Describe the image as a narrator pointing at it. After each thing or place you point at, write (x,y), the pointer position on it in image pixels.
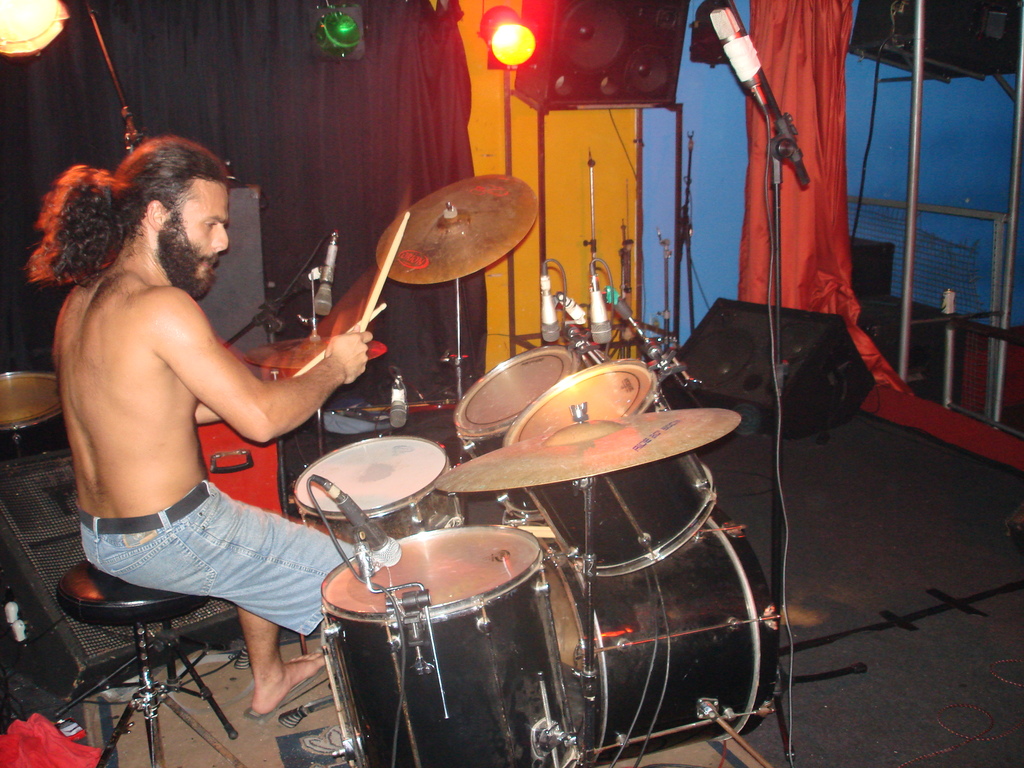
A man (157,148) is playing drums (343,605). With mics (322,270) around the drums (382,578).
